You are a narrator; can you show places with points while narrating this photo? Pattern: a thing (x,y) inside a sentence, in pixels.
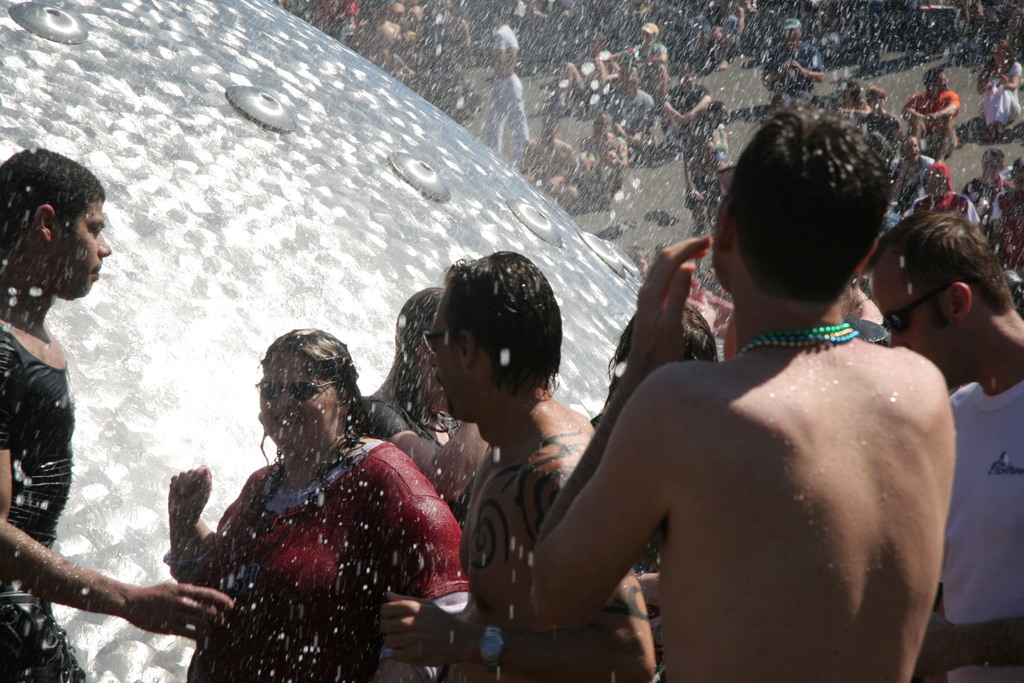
This picture shows few people (985,405) standing and few (683,98) are seated on the ground (660,179) and we see water (599,106) drizzling and we see few people (335,400) wore sunglasses (324,383) on their faces (315,396).
